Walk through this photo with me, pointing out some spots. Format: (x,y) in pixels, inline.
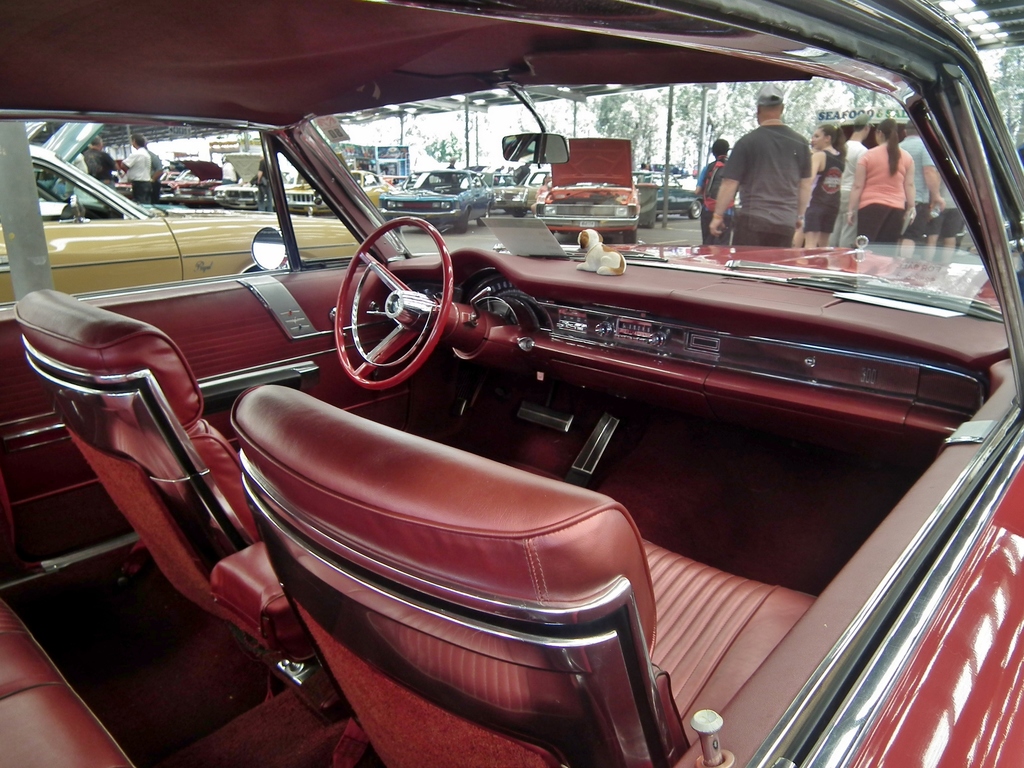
In the image in the center (479,484), we can see one red color vehicle (480,488). In the vehicle (533,453), there is a steering wheel (378,349), mirror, toy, seats (503,558) and a few other objects (469,344). In the background (99,202) we can see buildings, trees (799,86), vehicles (606,151) and a few people (891,142) were standing.
